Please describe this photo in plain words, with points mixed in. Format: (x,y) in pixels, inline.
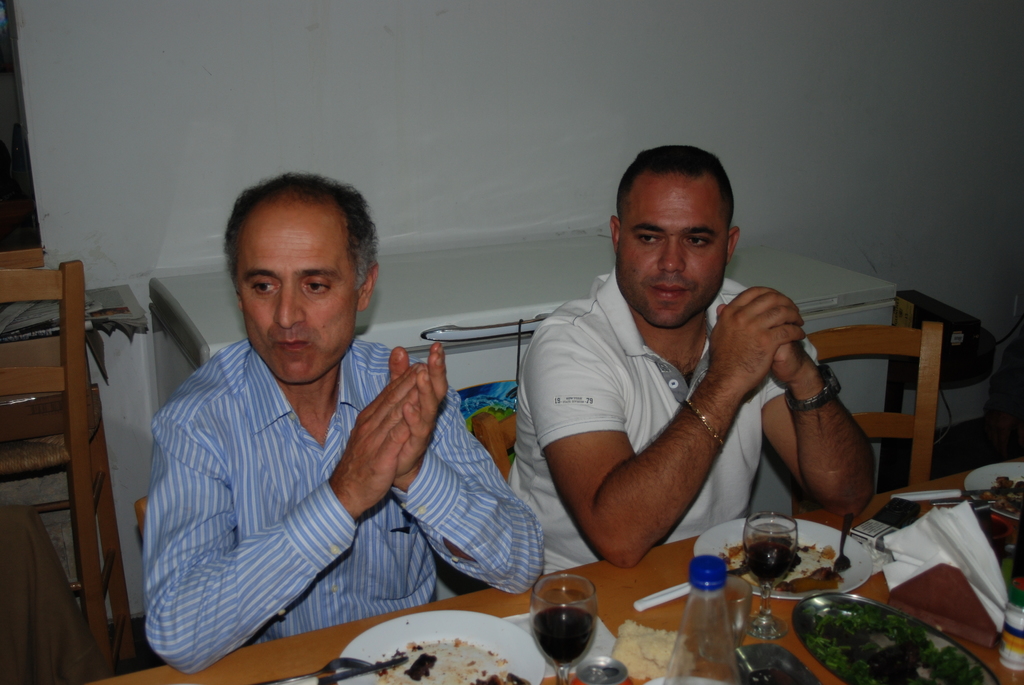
In this image we can see two persons (550,413) sitting on the chair (860,354) and we can also see some food items (414,652) placed on the wooden table (684,541).
